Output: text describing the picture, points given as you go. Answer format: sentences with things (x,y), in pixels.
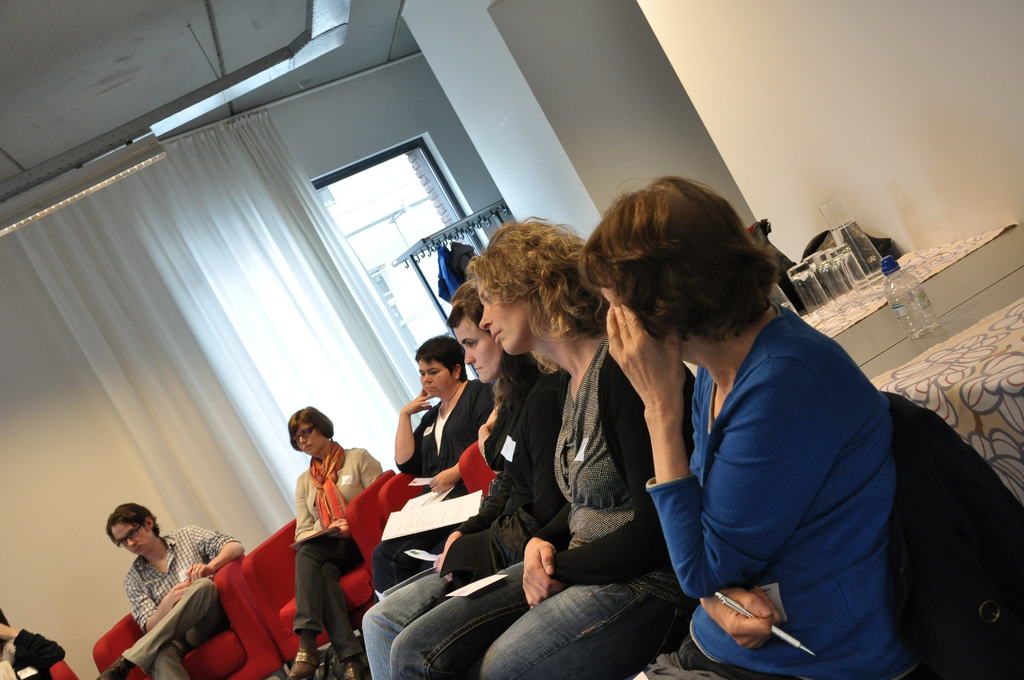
In this picture we can see a few people (578,369) sitting on the chair (385,493). There are a few papers (422,484), glasses (841,217), bottles (902,307) and other things (763,236) are visible on the right side (771,249). We can see a curtain (314,350), pillar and other objects (374,269) visible in the background (435,305).
